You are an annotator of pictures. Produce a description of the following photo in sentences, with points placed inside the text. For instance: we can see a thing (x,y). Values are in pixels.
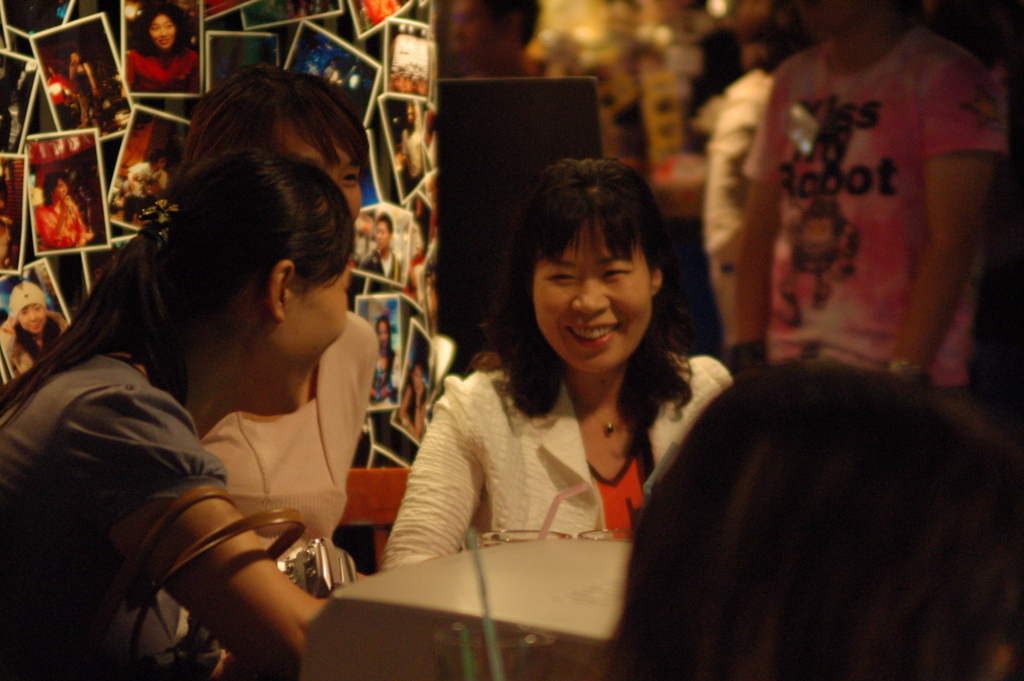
In the center of the image (363,355) we can see three persons (423,488) are sitting and they are smiling, which we can see on their faces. In front of them, there is a machine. In the background (344,73), we can see a collection of photos (368,108) on the wall (375,130) and we can see a few people (857,14) are standing.
